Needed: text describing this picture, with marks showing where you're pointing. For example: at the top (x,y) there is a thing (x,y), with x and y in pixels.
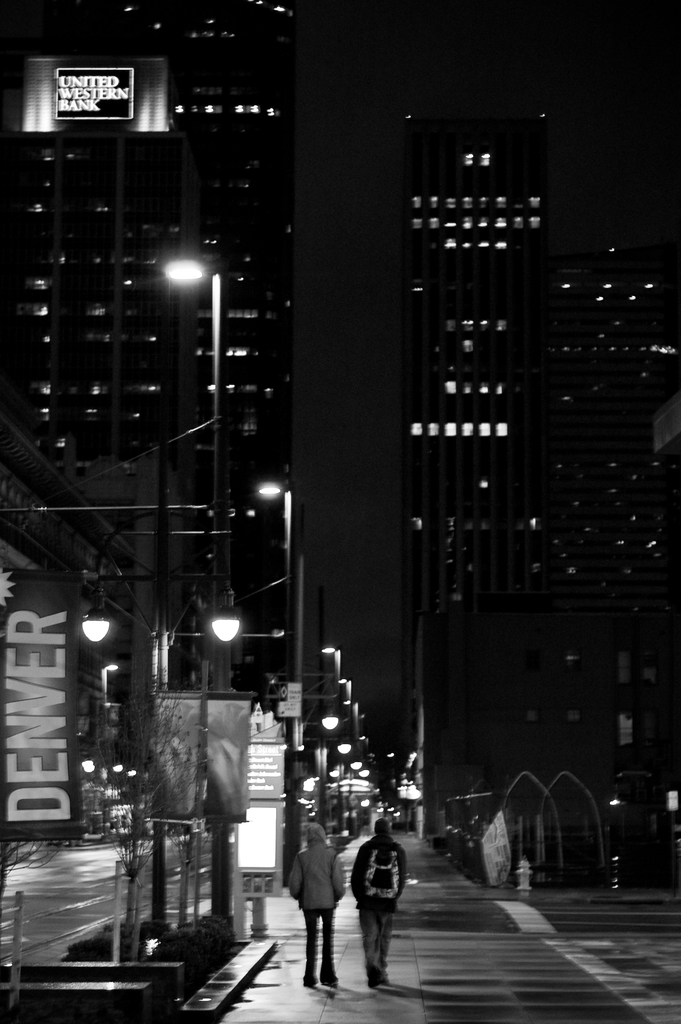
In this picture we can see buildings (290,351), there are two persons (381,975) walking at the bottom (322,899), we can also see poles (337,679), lights (301,749) and hoardings (279,820), it is a black and white image.
